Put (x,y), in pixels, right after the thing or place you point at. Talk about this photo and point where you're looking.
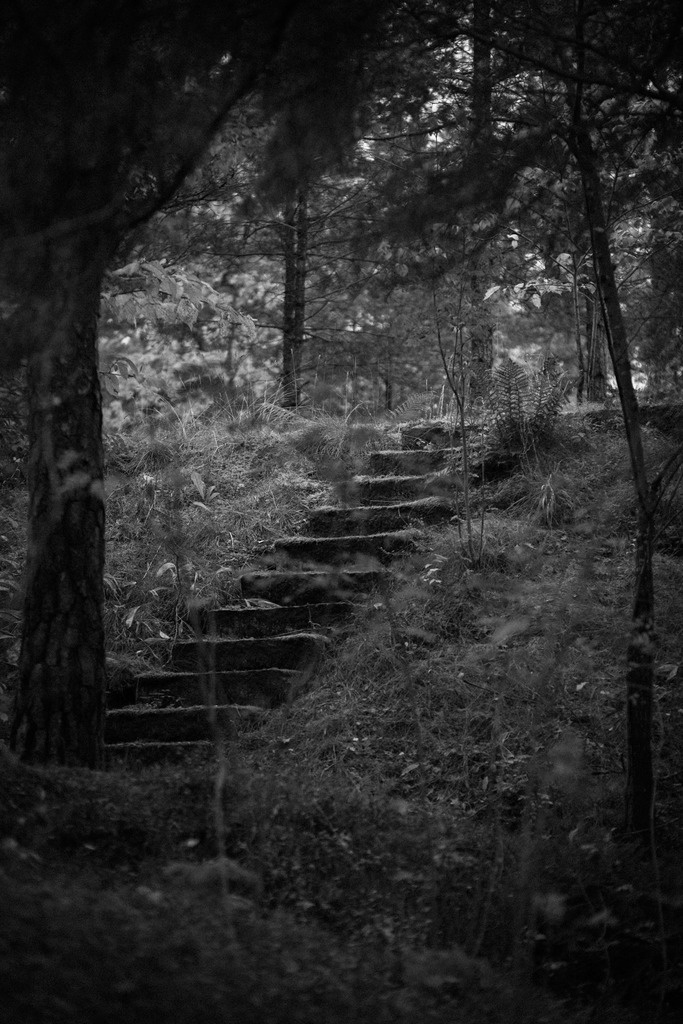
This is a black and white image. In the middle of the image (259,622) there are few stairs (278,623). On the both sides, I can see the grass (168,530) and plants (413,579). On the left side (49,506) there is a tree trunk (61,476). In the background (288,257) there are many trees (429,195). At the bottom (213,965) there are many plants (334,971).
